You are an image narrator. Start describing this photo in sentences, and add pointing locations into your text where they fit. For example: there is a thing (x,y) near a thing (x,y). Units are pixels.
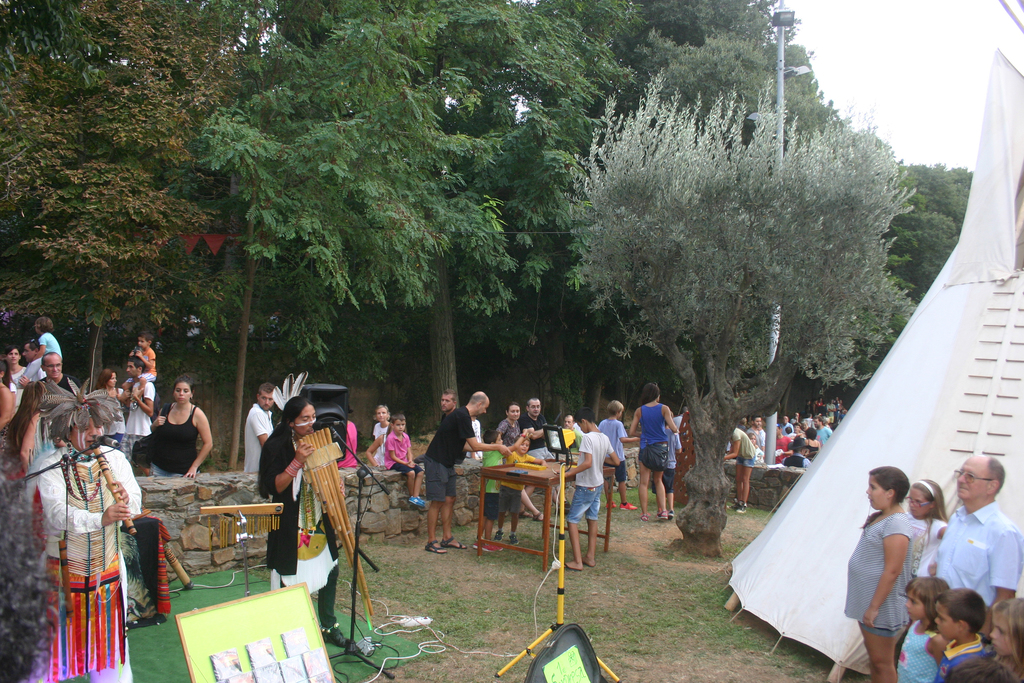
In this image, we can see people (539,519) and some are wearing costumes (81,456) and holding some objects (336,516) in their hands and we can see mic stands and some objects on the tables (535,475) and there is a light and some books (285,641) on the board (272,629) and there is a wall (217,478). In the background (439,195), there are trees (939,249), a pole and we can see a tent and flags (224,245).
